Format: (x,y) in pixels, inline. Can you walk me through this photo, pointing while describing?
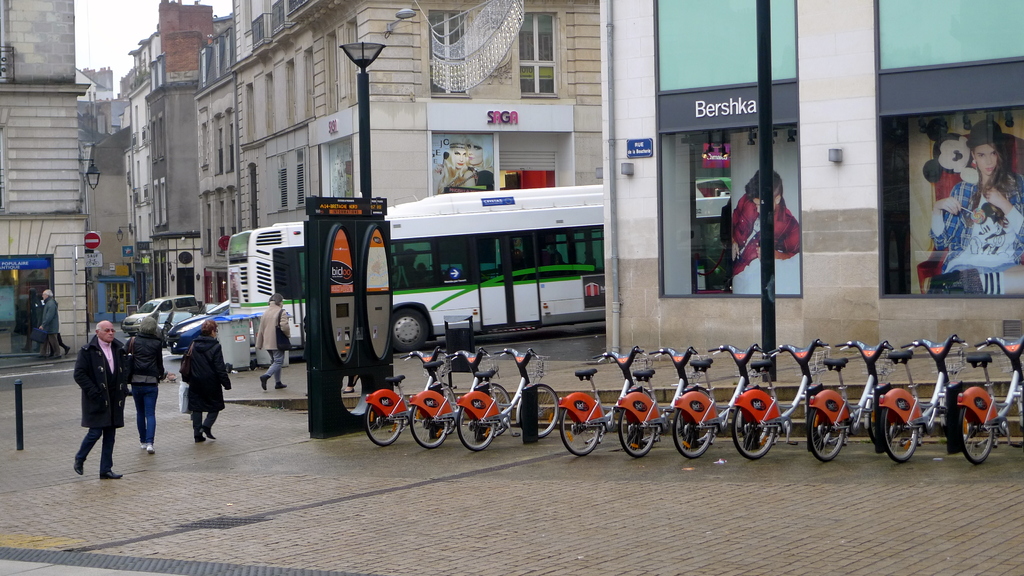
In this image there is a footpath (311,522), on that footpath (416,457) there are bicycle (392,431) and few persons (272,364) are walking, beside the footpath (271,378) there is a road (68,369), on that road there are vehicles (294,328) in the background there are buildings (613,124).
